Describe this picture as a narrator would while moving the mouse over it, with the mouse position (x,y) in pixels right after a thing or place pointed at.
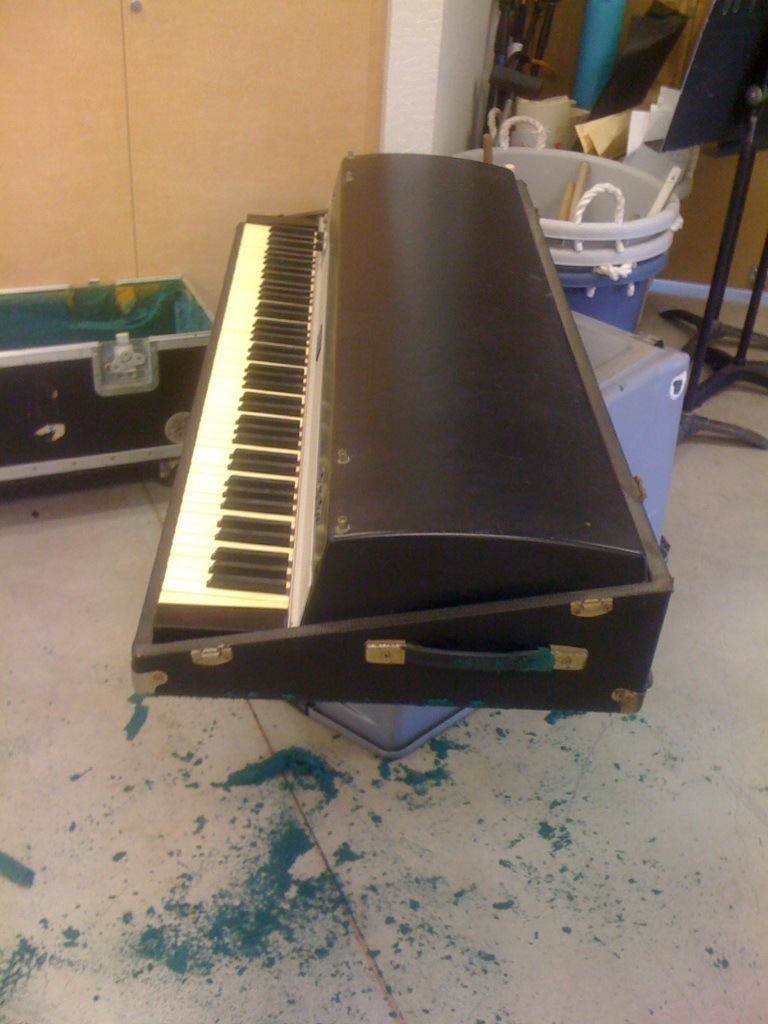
In this image there is a piano (517,209) in the center (373,575). Towards the left (107,444) there is a trunk (207,319), towards the right (522,170) there are buckets (664,232), boards (668,34) and stands (752,317).
